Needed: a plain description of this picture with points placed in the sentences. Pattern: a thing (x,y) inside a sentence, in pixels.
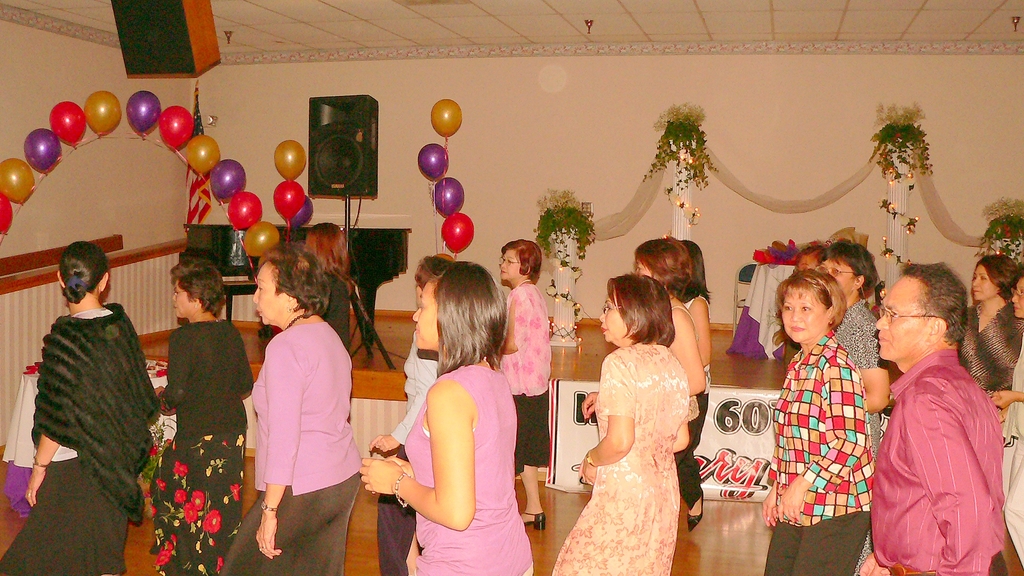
In the image we can see there are people (464,421) around, they are wearing clothes (302,414) and some of them are wearing spectacles (904,313). This is a wooden surface (741,510), wall (527,114), balloons (421,154), pillars (687,195), plant (582,213), sound box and a flower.
